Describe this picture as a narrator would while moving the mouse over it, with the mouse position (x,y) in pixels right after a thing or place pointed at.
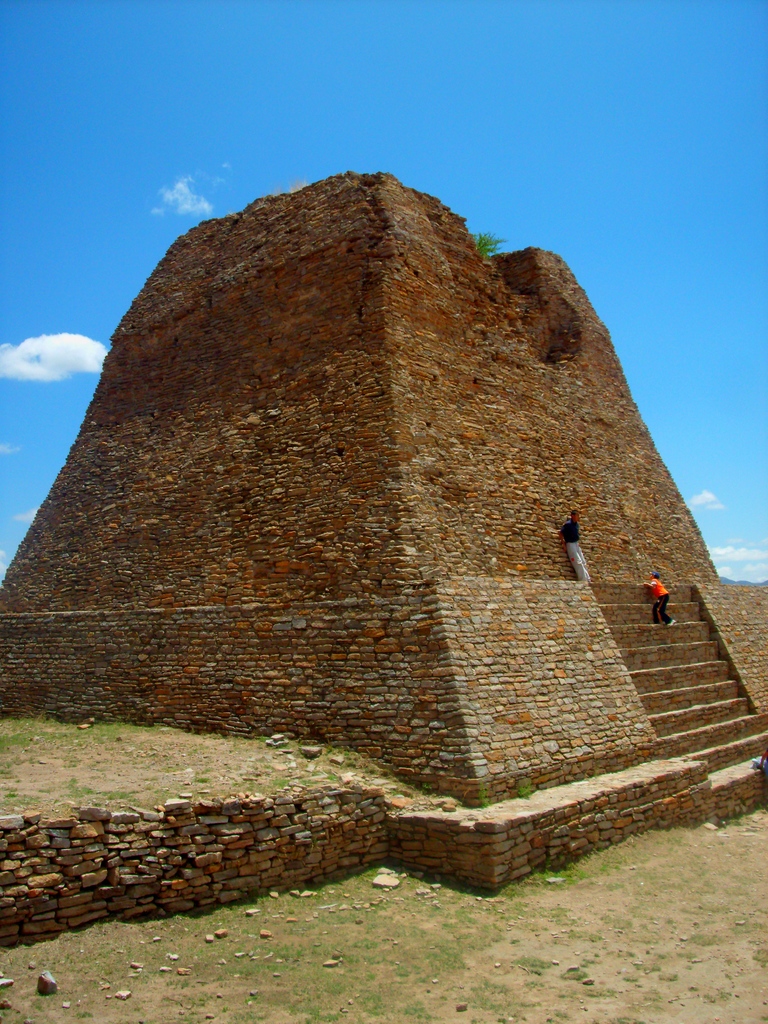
In the foreground of this image (408,452), we see a archaeological structure (380,434) and grass (516,964) on the ground (562,954) at bottom of the image (352,988). On right (659,583), there is boy (649,584) on stairs (607,612) and a man (582,560) standing on the structure (547,534). On top (436,73) we see the sky (350,70).
